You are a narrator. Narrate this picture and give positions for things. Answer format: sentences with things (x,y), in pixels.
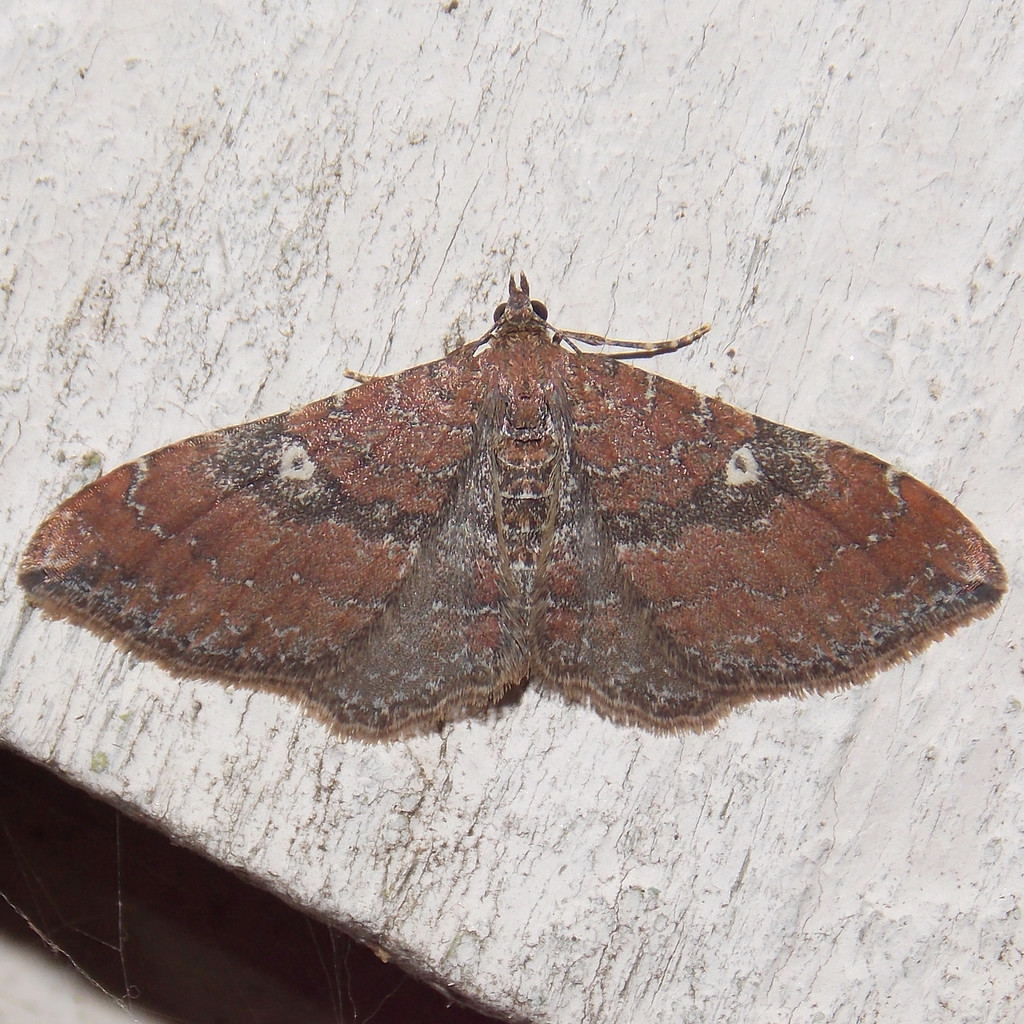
In this image we can see moth (610,372) which is brown in color is on the wall (409,117).
